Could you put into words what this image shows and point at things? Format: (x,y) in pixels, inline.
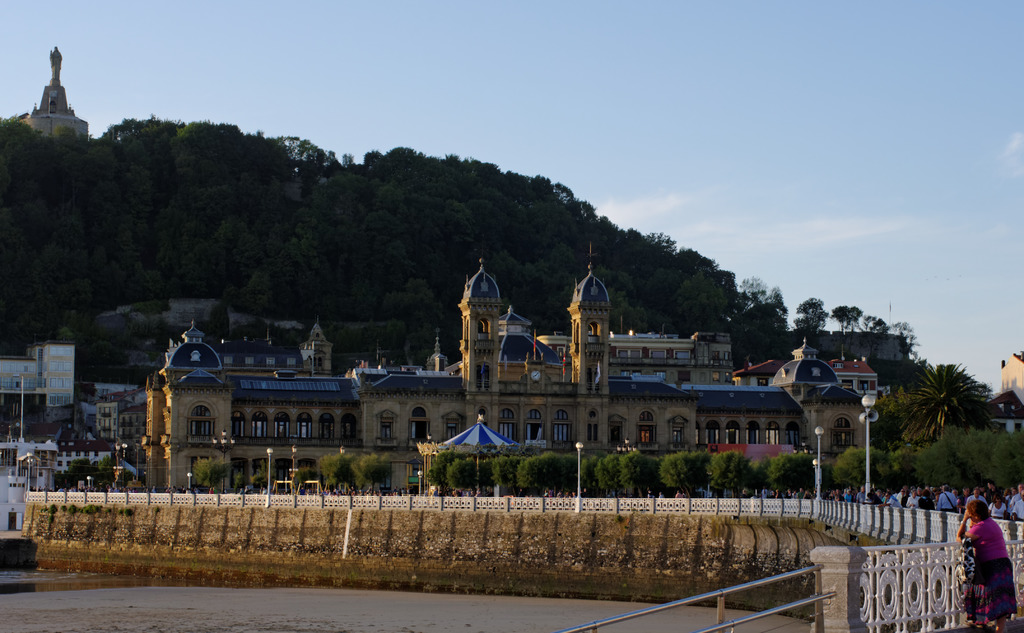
In this image there is a beach (413,596) along the beach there is a wall (687,589), few people (986,561) are walking on wall (661,593), in the background (804,387) there are buildings (762,441) trees (884,451) and mountain (275,229), on top of the mountain (161,148) there is a statue (53,107) and the sky (706,21).
